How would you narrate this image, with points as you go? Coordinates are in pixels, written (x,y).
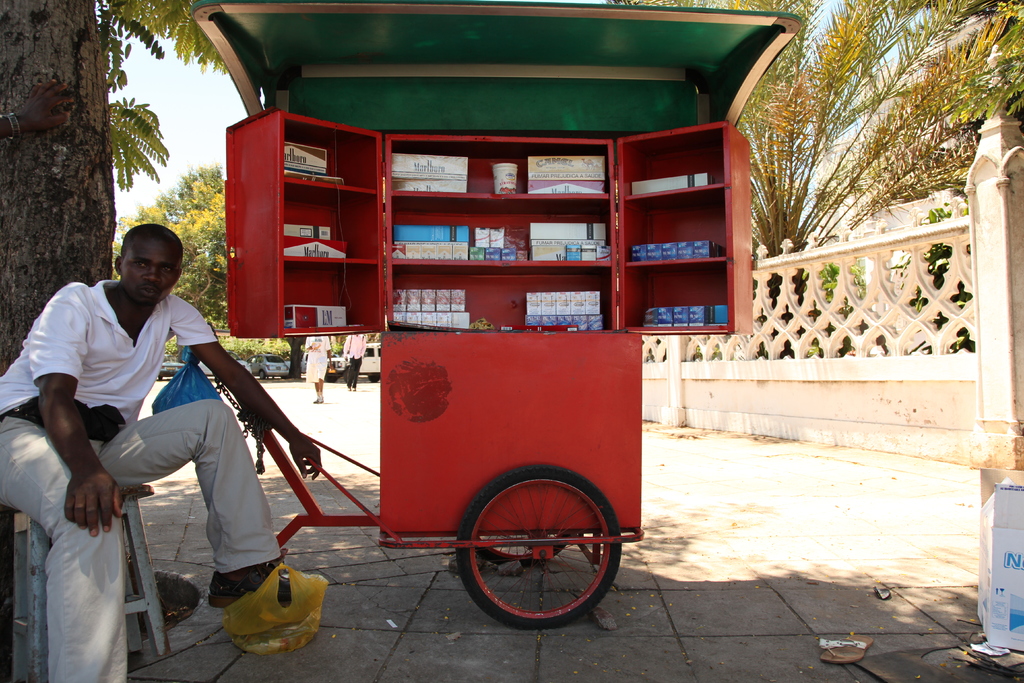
In the foreground of this image (557,419), there is a red color cart like object (515,394) on the pavement (581,641) and we can also see few boxes (490,245) in the shelf (519,299) of a cart (265,241). On the left (65,490), there is a man (58,553) sitting on a stool (34,580) and also a person's hand (25,125) on a tree (68,199). At the bottom (276,621), there is a cover (270,627), footwear (835,653) and a cardboard box (1001,600) on the pavement (692,657). In the background (368,426), there are people (350,384) walking on the pavement (369,382), railing (875,308), trees (889,192), vehicles (368,348) and the sky (197,119).
